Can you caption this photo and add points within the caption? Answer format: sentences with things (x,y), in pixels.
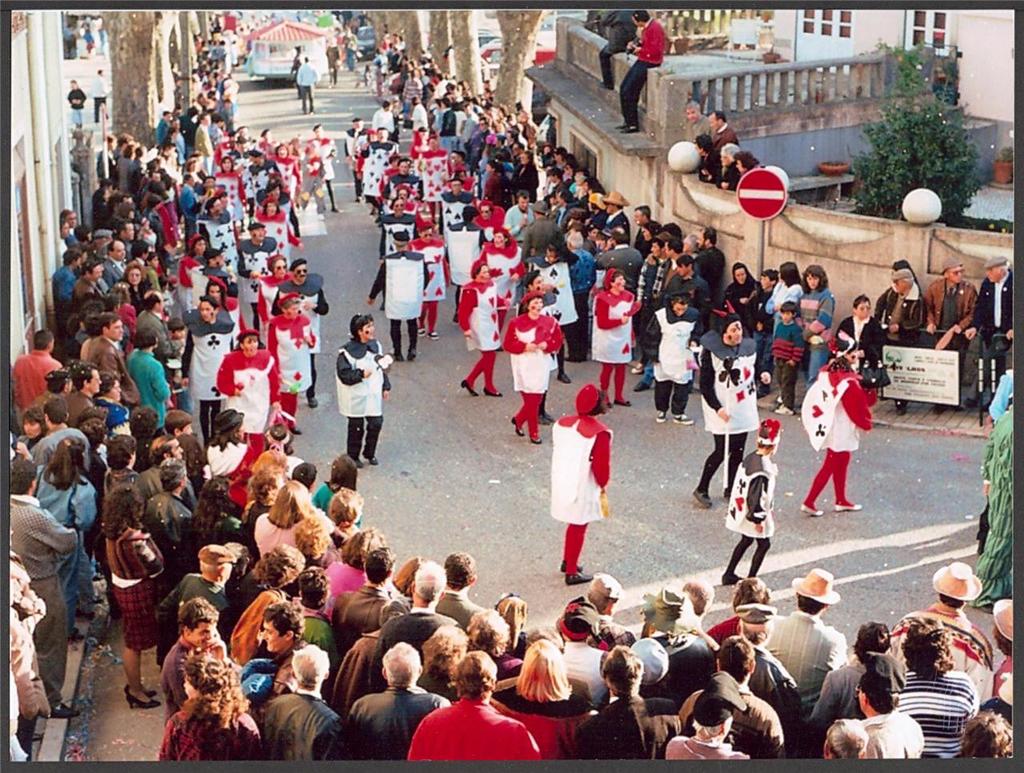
In the image many people (189,112) are standing and walking. Behind them we can see some poles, sign boards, wall (686,85), trees (456,28) and buildings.
